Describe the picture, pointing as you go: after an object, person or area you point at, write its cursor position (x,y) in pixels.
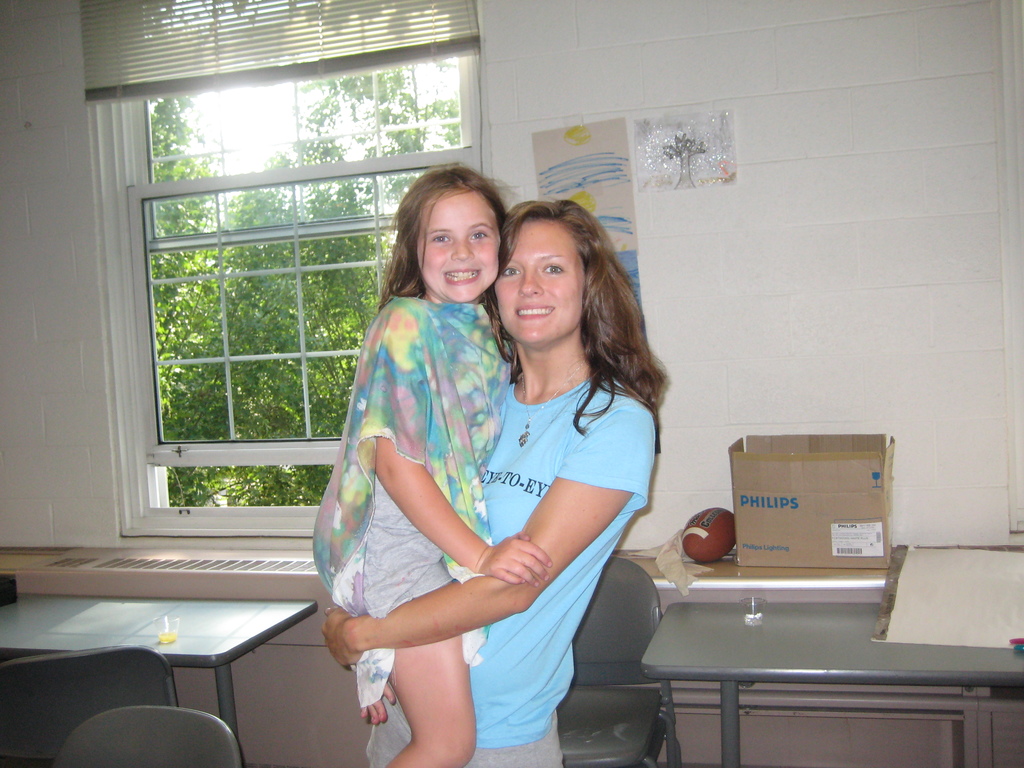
The women (532,462) wearing blue dress (532,504) is carrying a kid (412,465) with her hands (555,535) and there are tables (828,644), chairs (150,730) and a window (234,337) in the background (262,321).
